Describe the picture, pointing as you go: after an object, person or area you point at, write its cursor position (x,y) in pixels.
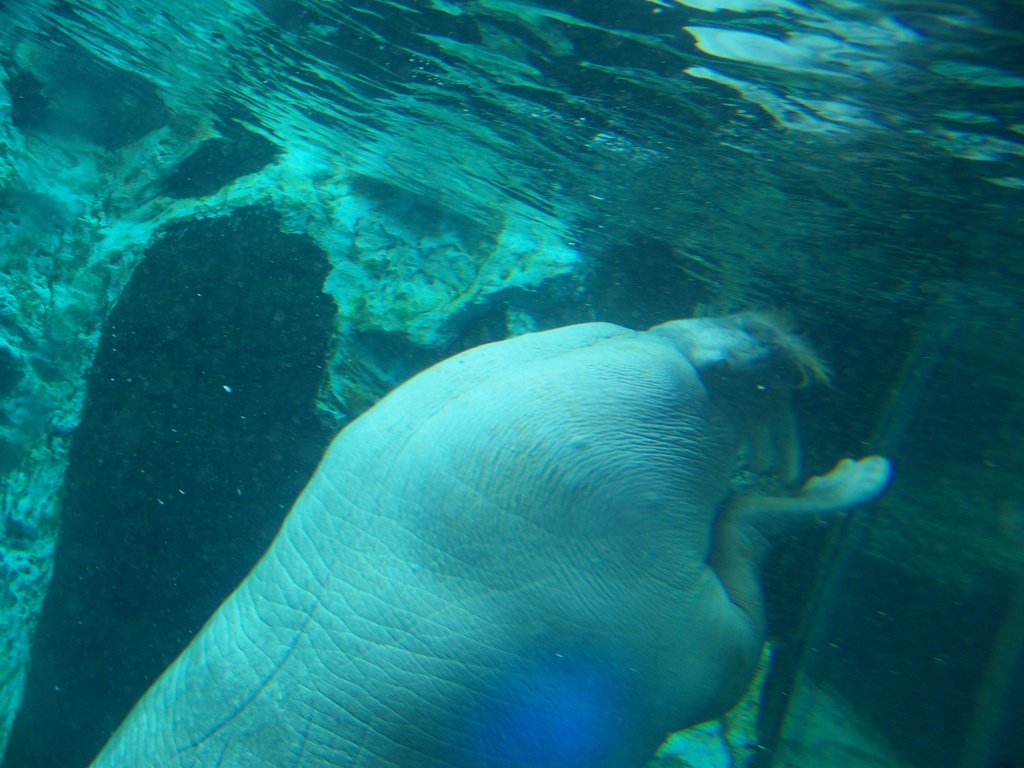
In this image there is water (59,43). Under the water (972,357) there is an animal (503,538).
